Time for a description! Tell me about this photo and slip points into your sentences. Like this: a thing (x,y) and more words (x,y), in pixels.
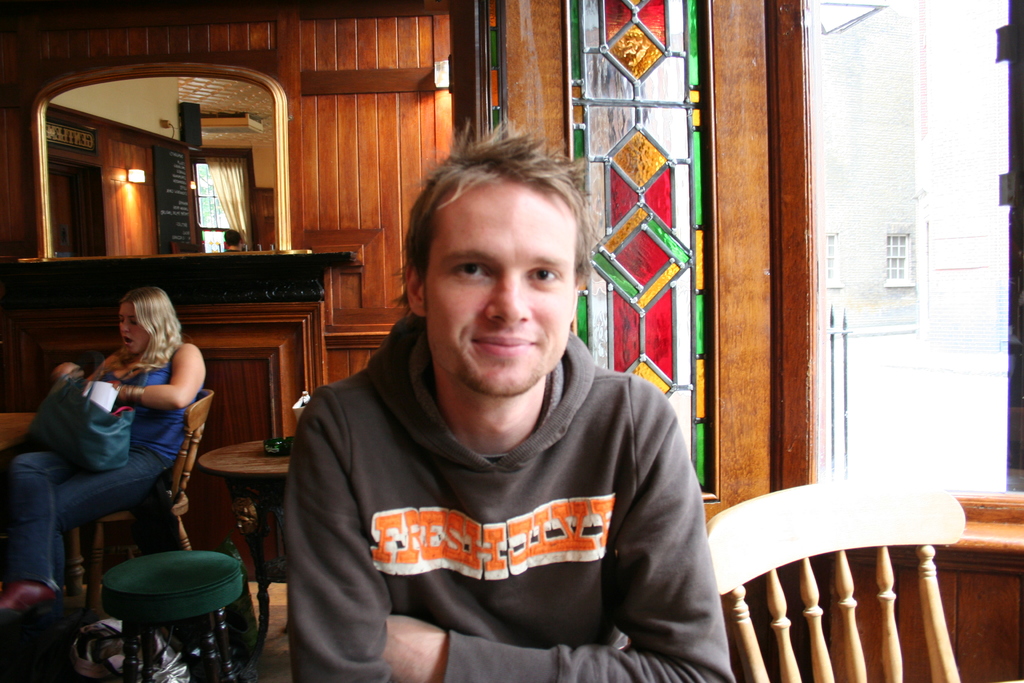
These two persons (339,429) sitting on the chair (207,398). This person (149,411) holding bag (115,432). On the background (687,121) we can see glass window (889,95), mirror (140,148). We can see chairs (863,505). From this glass window (884,282) we can see wall (897,164).
